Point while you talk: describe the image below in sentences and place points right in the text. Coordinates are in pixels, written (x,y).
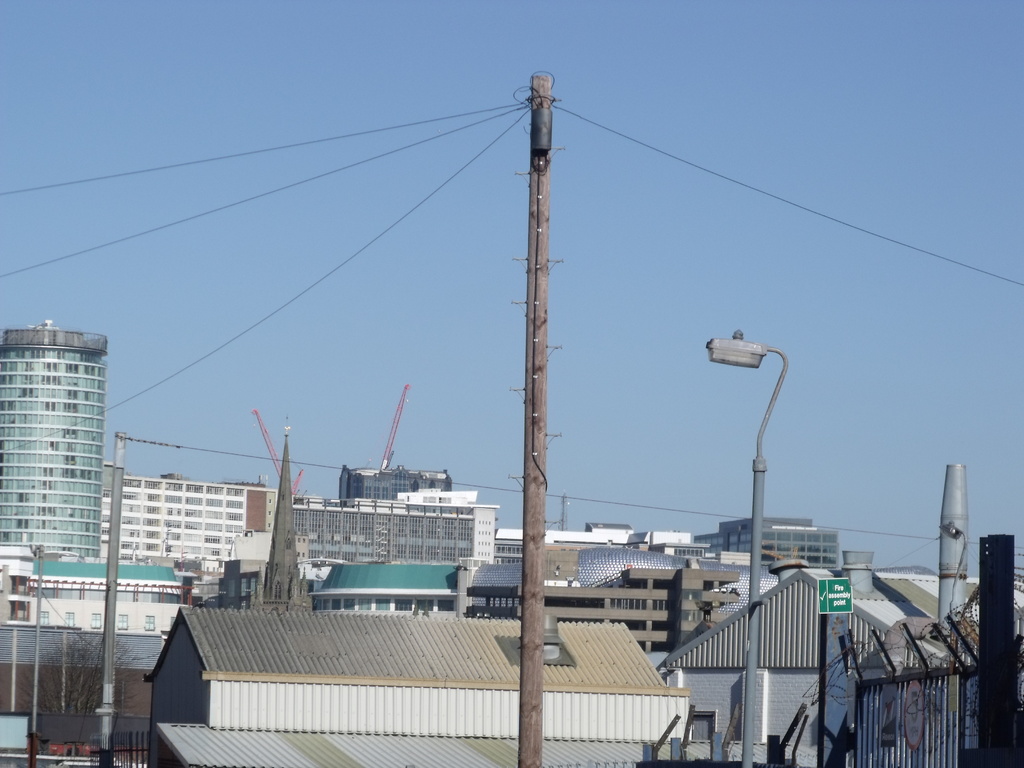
In this image we can see a few buildings (548,592), current poles (122,463) with wires (891,236), a sign board (847,611), fence (971,620) to the railing (877,739), and the sky (729,405) in the background (414,192).
